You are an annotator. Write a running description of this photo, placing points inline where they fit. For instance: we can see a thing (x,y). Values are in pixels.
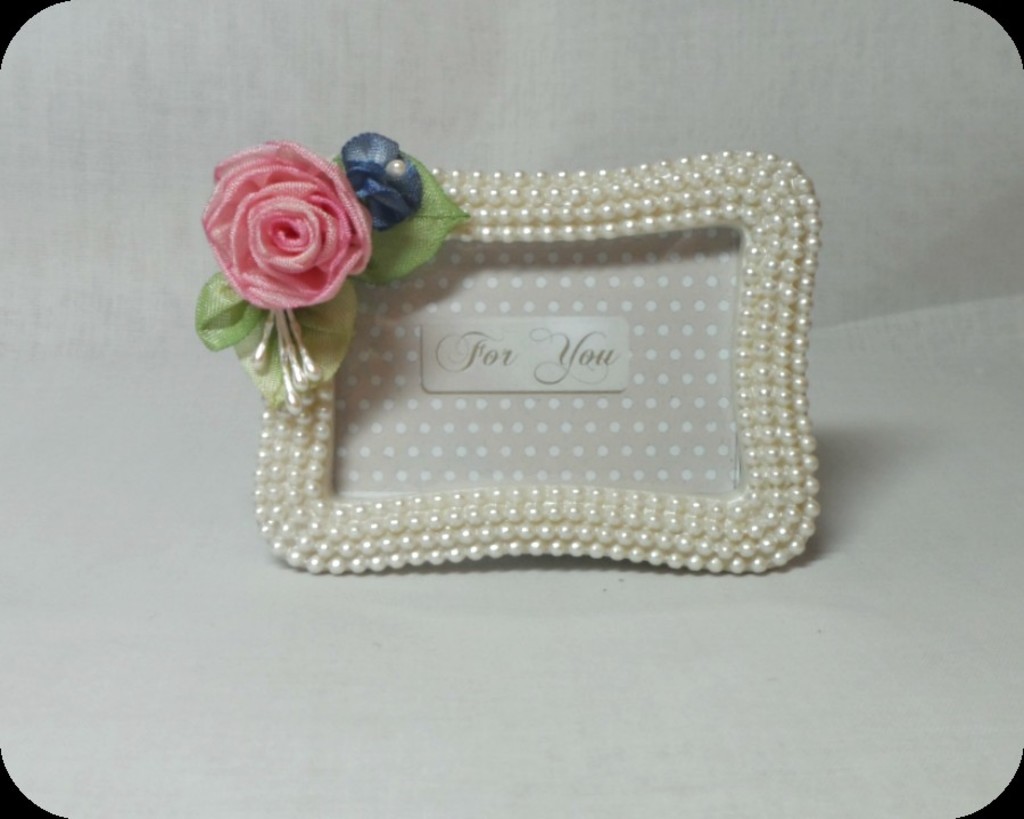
In this image we can see an object (635,555) which looks like a photo frame (340,515) and we can see some text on it and there is a artificial flower (305,204) with leaves (419,215) and we can see beads (467,197) on the frame (574,379).
